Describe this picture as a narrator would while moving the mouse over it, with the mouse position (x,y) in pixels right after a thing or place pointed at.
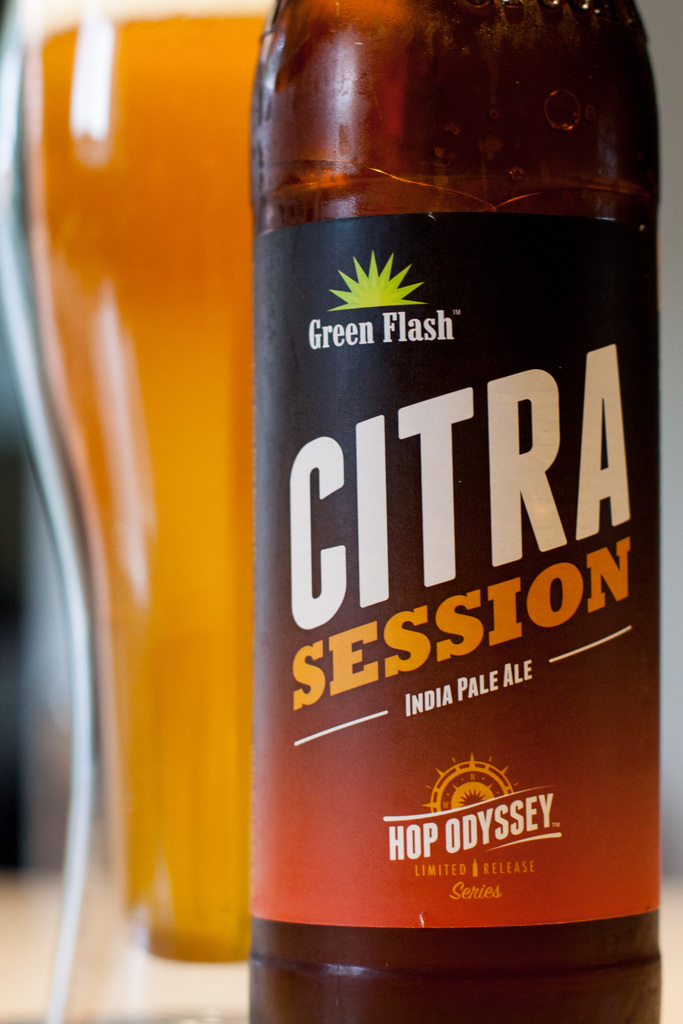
There is a bottle (505,379) in the foreground area of the image (348,504), it seems like a glass (191,169) behind it.
